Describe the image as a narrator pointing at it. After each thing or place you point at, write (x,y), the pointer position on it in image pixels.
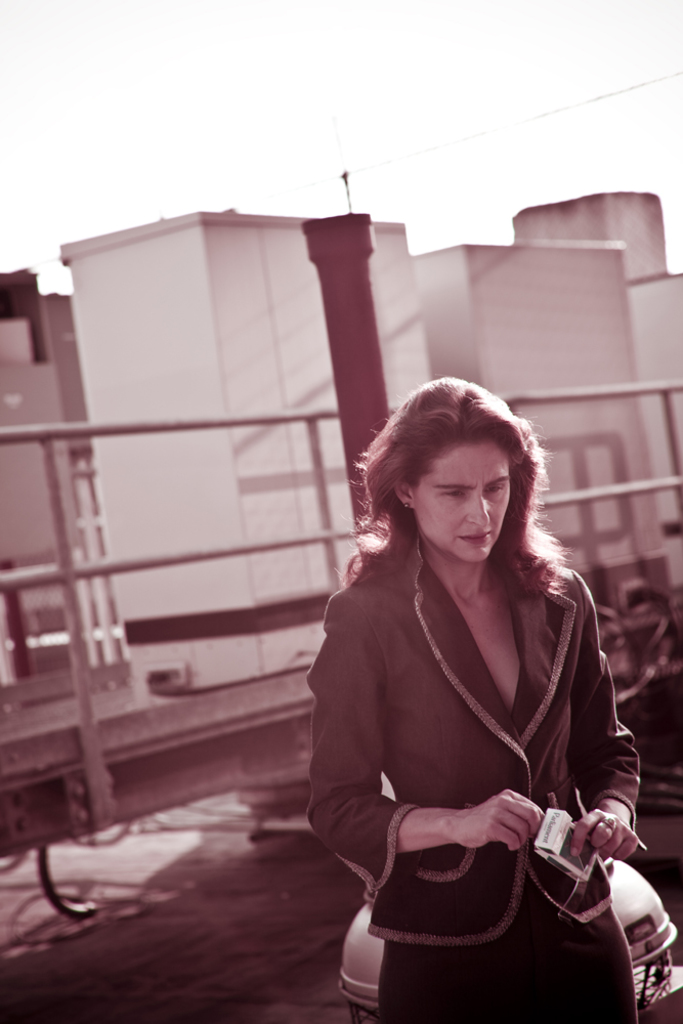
In this image a woman (490,419) is standing. She is holding an object (547,826) in her hand (496,825). Behind her there are platform (98,699) having few objects (278,253) on it. Top of the image (267,111) there is sky (374,129). Bottom of the image (358,979) there is an object (344,982) on the land (313,968).
